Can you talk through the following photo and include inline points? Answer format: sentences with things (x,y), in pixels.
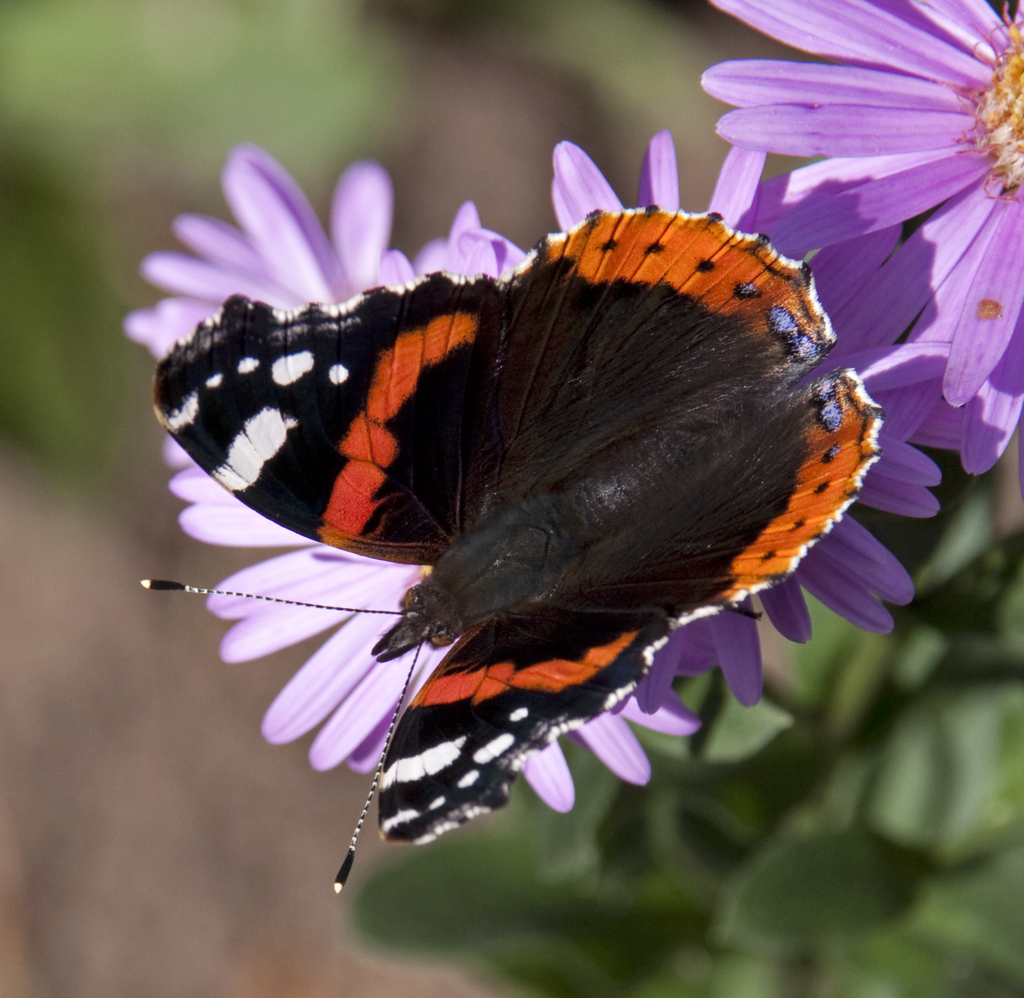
In this picture I can see a butterfly (596,451) in the middle (565,496), in the background (978,124) there are flowers (977,456) and green leaves (931,737).
